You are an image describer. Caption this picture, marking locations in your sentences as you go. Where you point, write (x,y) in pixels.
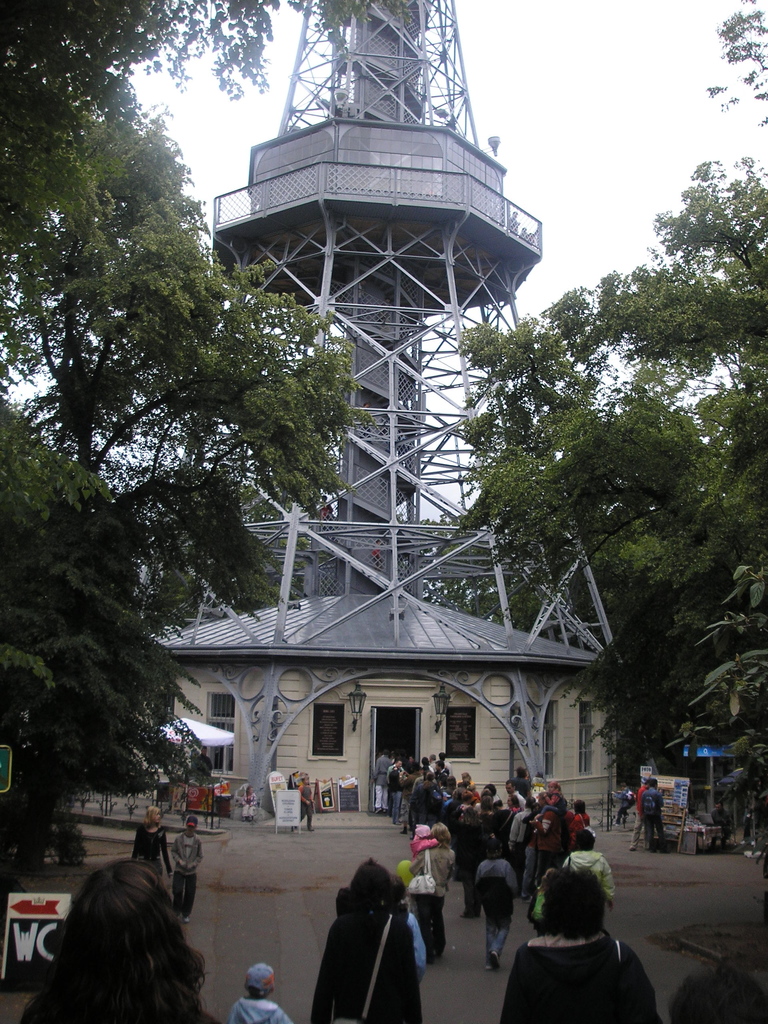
In this image in the middle (352,544), there is a tower (399,417). At the bottom (422,940) there are many people (413,909), house (401,735), tents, posters (353,785), road (296,861). At the top (522,337) there are trees (575,392), clouds (628,263).
